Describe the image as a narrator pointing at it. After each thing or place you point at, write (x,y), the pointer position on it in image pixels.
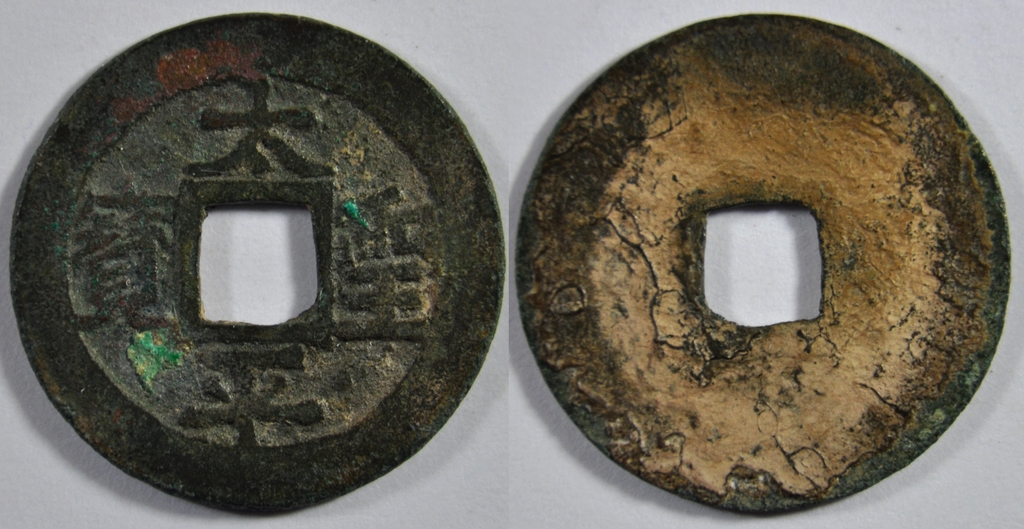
This picture consists of two circles (443,263) in the image, it seems to be there are coins (478,304) in the image.
